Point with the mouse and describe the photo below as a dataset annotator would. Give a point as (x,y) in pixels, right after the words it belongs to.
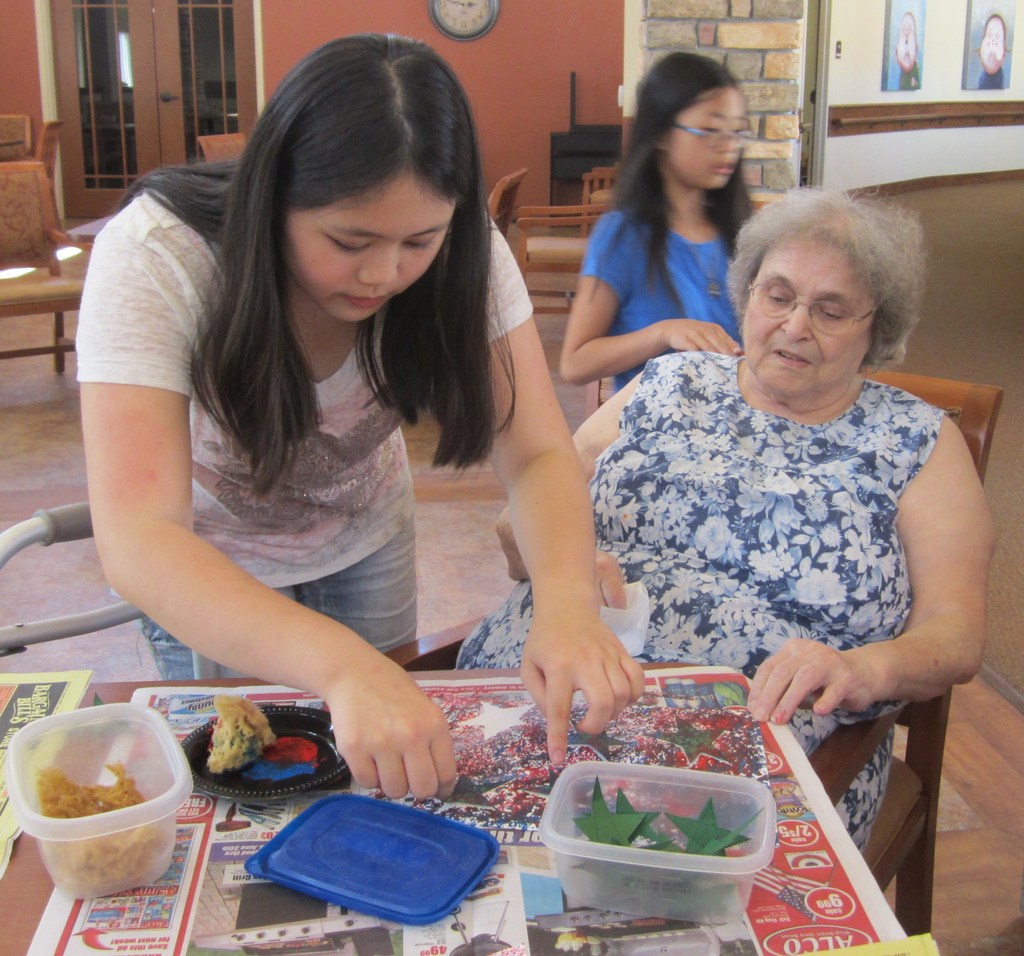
In the center of the image (368,581) we can see a lady (322,501) standing and placing objects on the table (478,736), next to her there is a lady (859,586) sitting. In the background (705,267) there is a girl (676,257). At the bottom (226,909) there is a table (404,912) and we can see boxes (104,827), papers (324,901), lids (307,879), decors (450,796) and some objects (91,787) placed on the table (155,856). There are chairs (586,237). On the left (133,177) there is a window (101,182). We can see frames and a clock (496,1) placed on the walls (525,98).
